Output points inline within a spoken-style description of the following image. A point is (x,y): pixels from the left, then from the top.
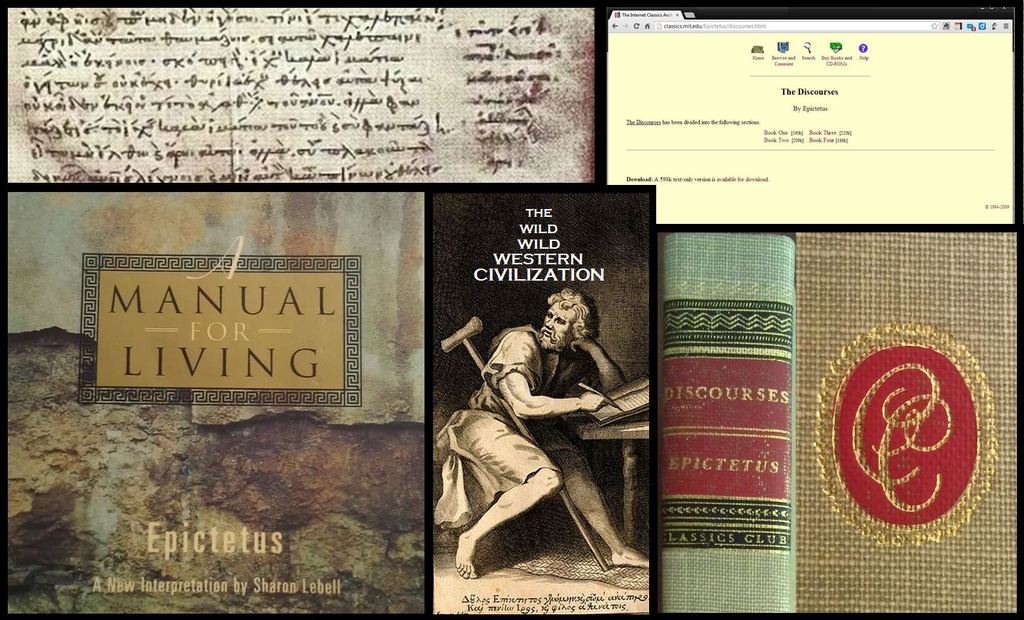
This image is an edited image. This image consists of a web page (738,50) with a few images (403,346) of books (377,405) and there is a text (497,167) on it.
